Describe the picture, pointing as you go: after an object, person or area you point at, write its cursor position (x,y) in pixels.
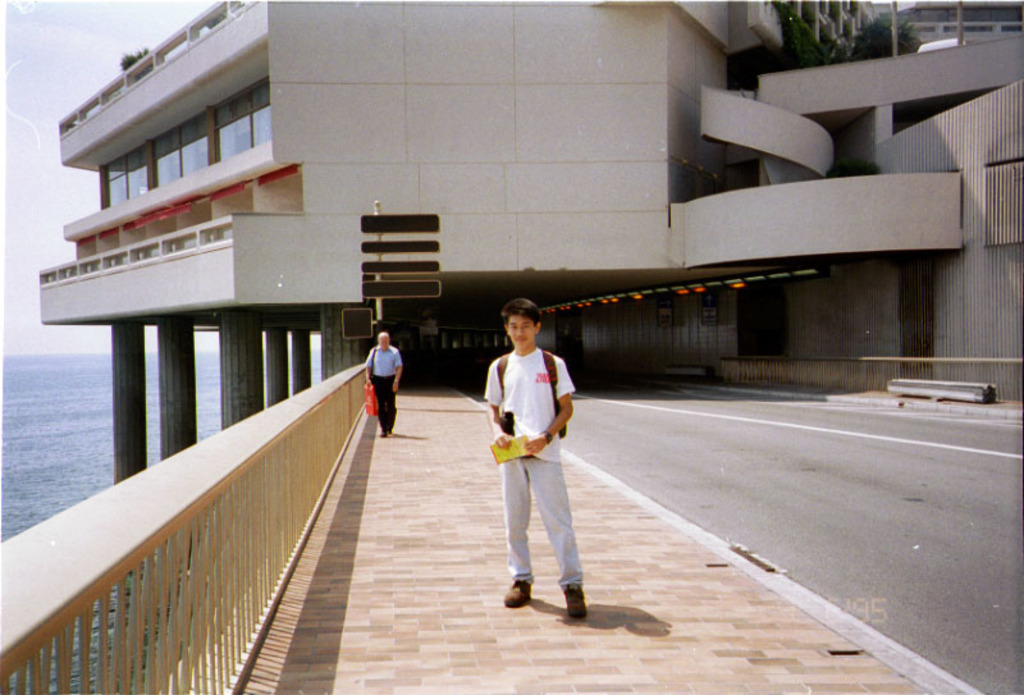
In this image we can see two persons (522,393) wearing bags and holding the objects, behind him we can see a building (418,374), there are some pillars (222,374), plants (890,18), water (45,468), boards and a pole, also we can see the sky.
